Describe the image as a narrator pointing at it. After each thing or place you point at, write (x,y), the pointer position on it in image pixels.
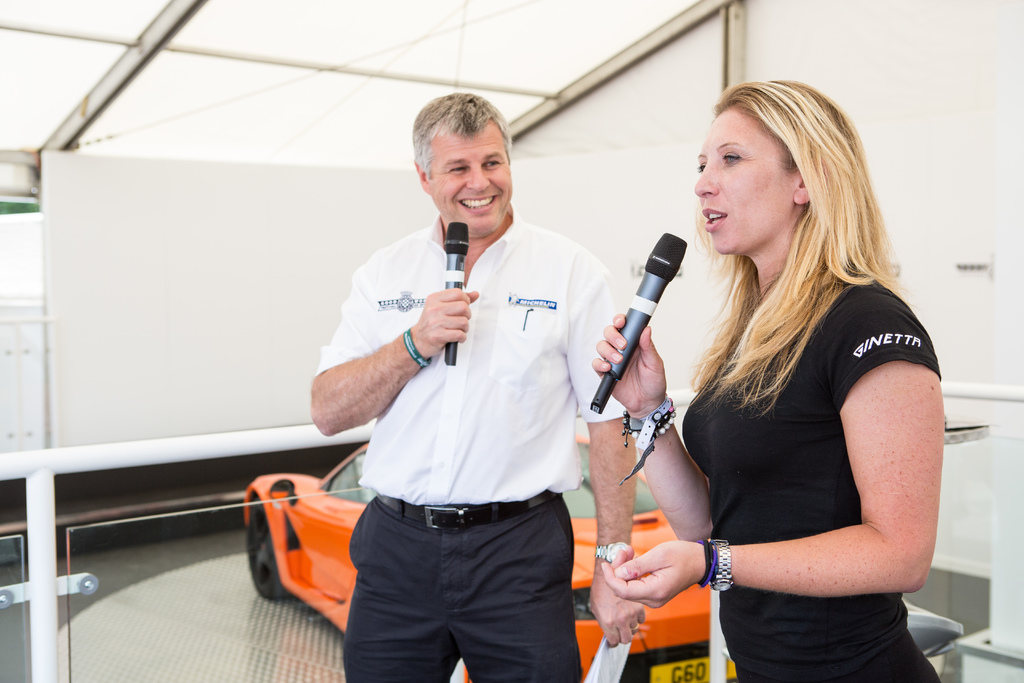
These two persons (794,309) are standing and holding microphone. On the background (856,63) we can see wall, car (636,662).
